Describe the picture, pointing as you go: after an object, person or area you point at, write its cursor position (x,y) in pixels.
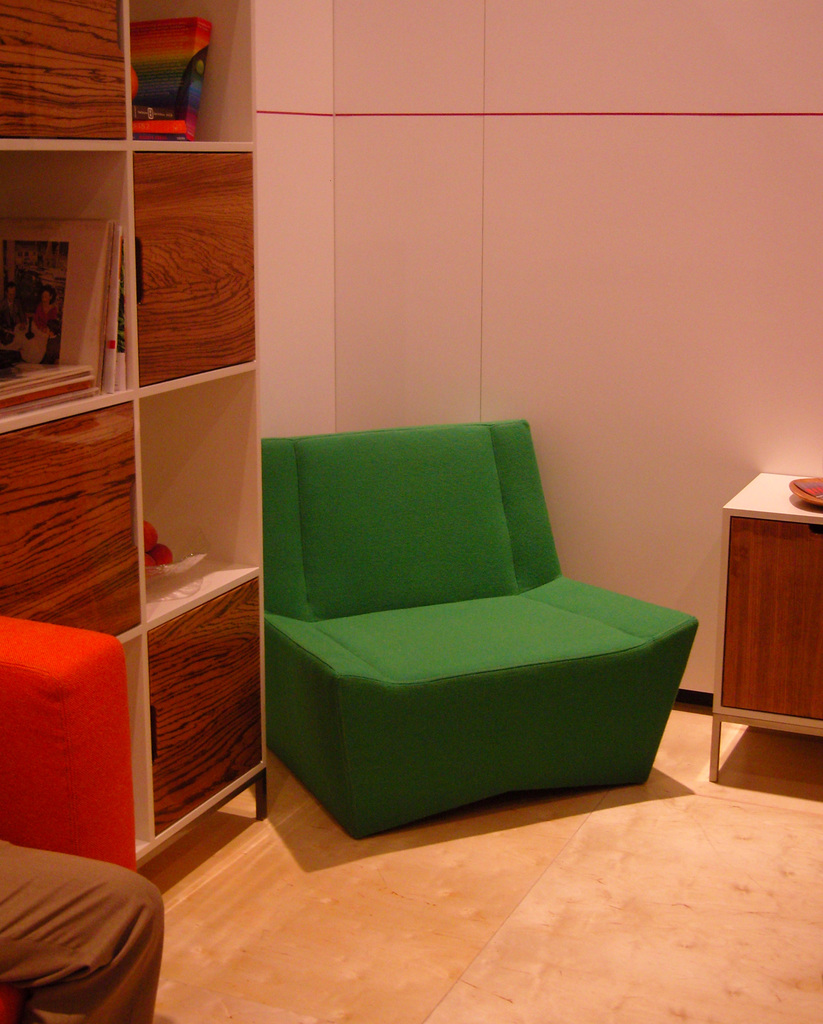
In the given image we can find human (67,930), sofa (400,642) cupboards (238,412) and a table (775,535).
